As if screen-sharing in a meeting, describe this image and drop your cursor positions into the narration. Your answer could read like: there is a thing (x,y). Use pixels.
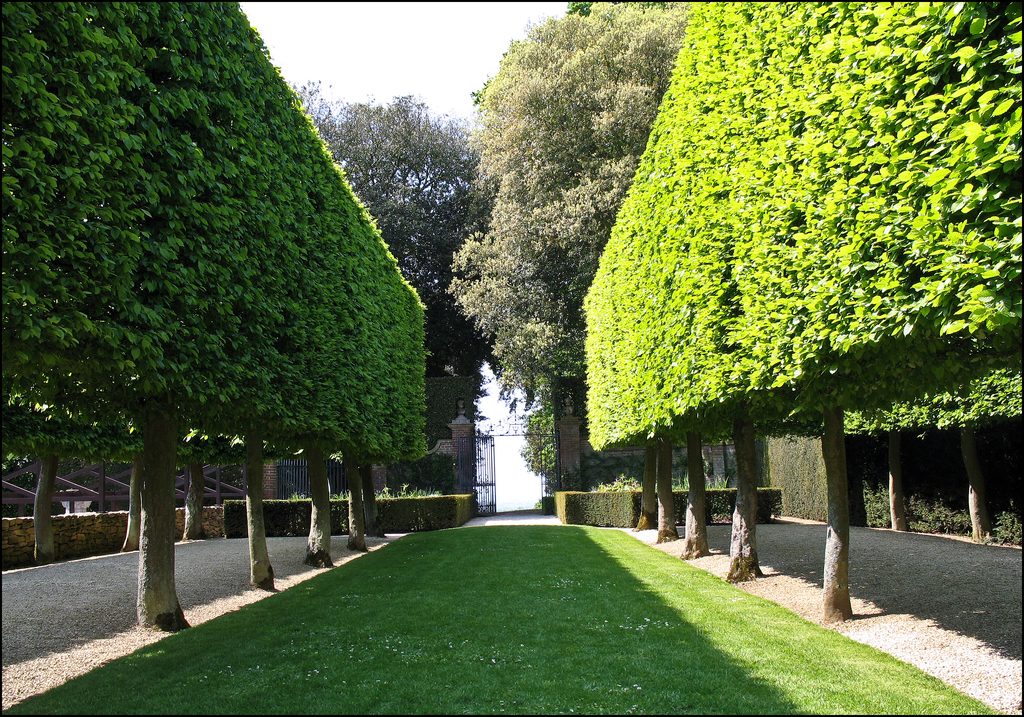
In the image there is a garden (579,590) in the middle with trees (275,374) on either side of it, in the back (561,437) there is a gate (471,475) with plants (416,509) on either side of it and above its sky (403,45).
